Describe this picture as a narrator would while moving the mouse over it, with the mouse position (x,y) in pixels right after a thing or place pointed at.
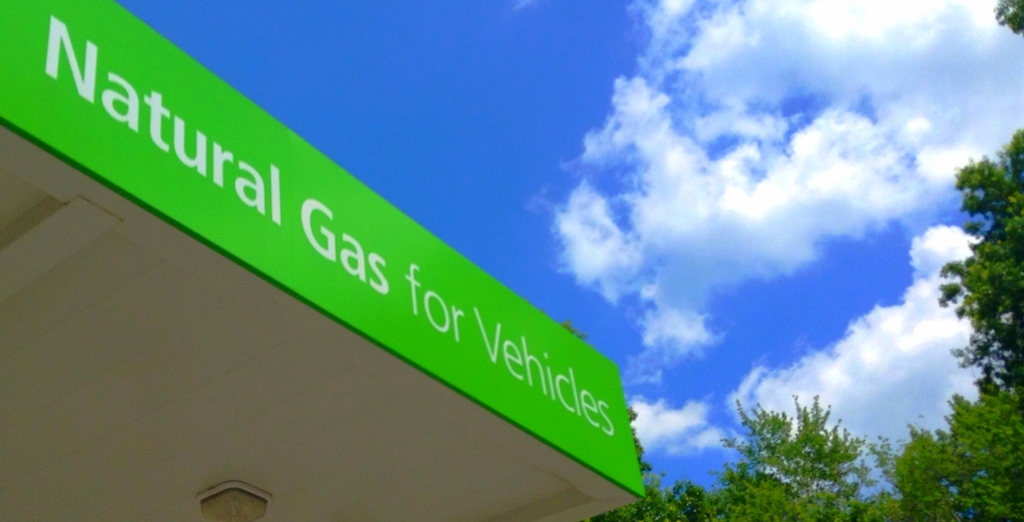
In this image we can see roof top (258,225) of a petrol bunk (180,282) on which it is written as natural gas for vehicles and at the background of the image (869,431) there are some trees (790,512) and sunny sky (648,220).
